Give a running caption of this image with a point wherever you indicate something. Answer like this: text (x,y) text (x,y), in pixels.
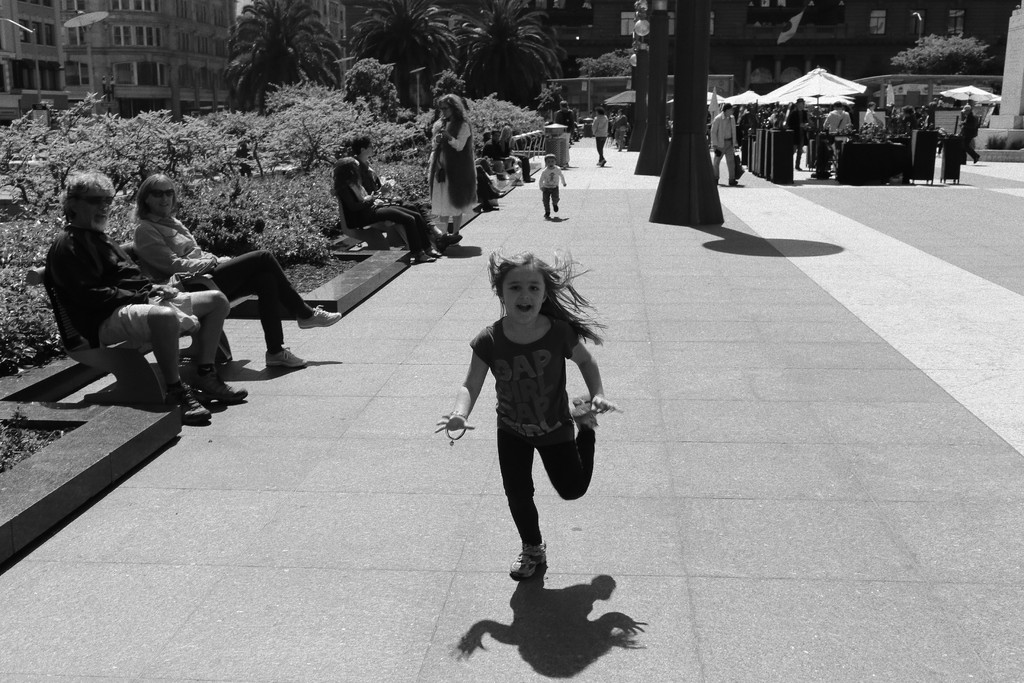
It looks like a black and white picture, we can see there are two kids (538,276) running on the path (565,194). On the left side of the kids (533,263) there is a person (447,150) standing and other people (151,302) are sitting on the benches (533,150). On the right side of the kids (519,408) there are poles (658,17) and some people (845,124) are standing. Behind the people (474,180) there are trees (474,99) and buildings (567,41).
